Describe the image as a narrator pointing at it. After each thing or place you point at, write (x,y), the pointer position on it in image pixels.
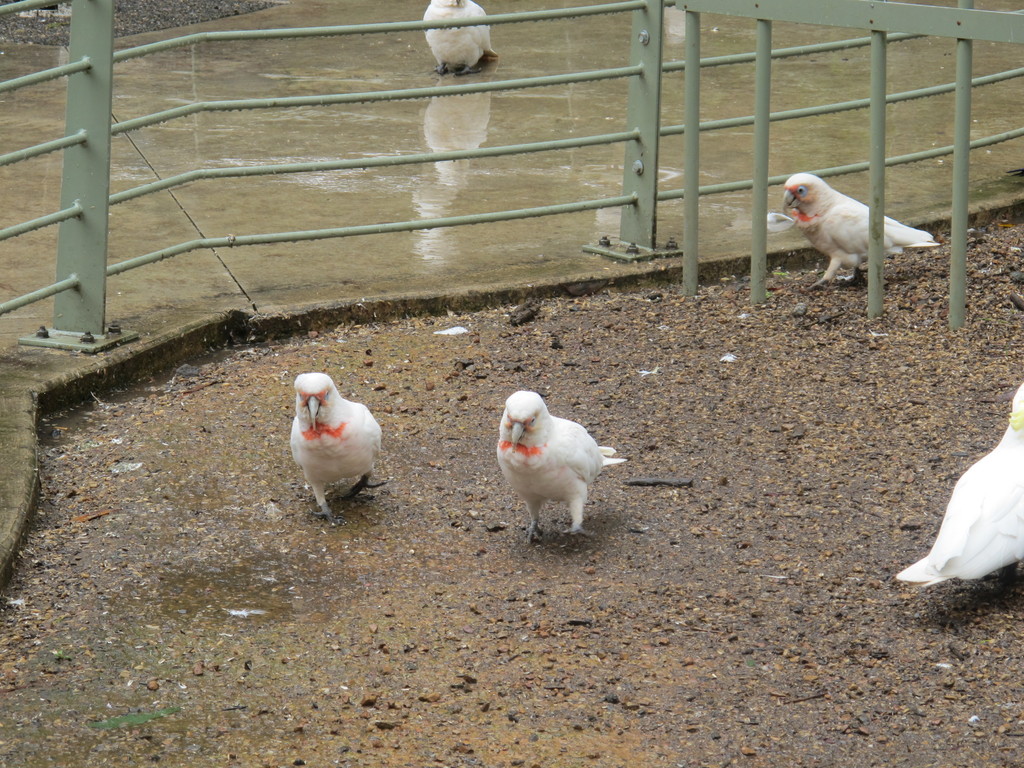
In this image there are parrots (354,476) in white color on the surface (583,578) and there is a railing (78,267).
